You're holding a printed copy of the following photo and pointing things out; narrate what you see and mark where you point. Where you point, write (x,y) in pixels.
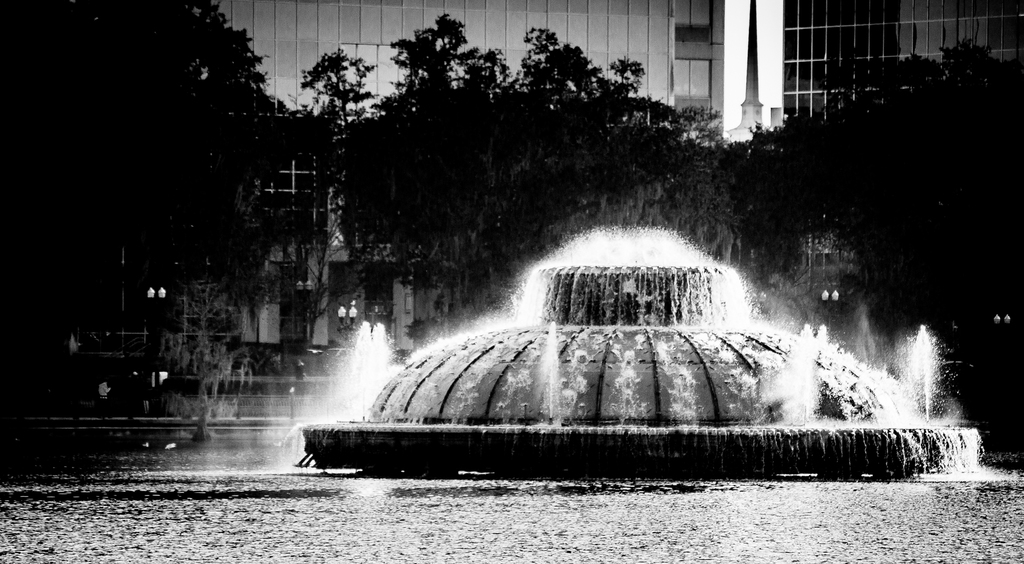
These are the waterfalls (681,370) in the middle of an image (662,343). There are trees (519,233) at here, in the long back side these are the buildings (642,52).
